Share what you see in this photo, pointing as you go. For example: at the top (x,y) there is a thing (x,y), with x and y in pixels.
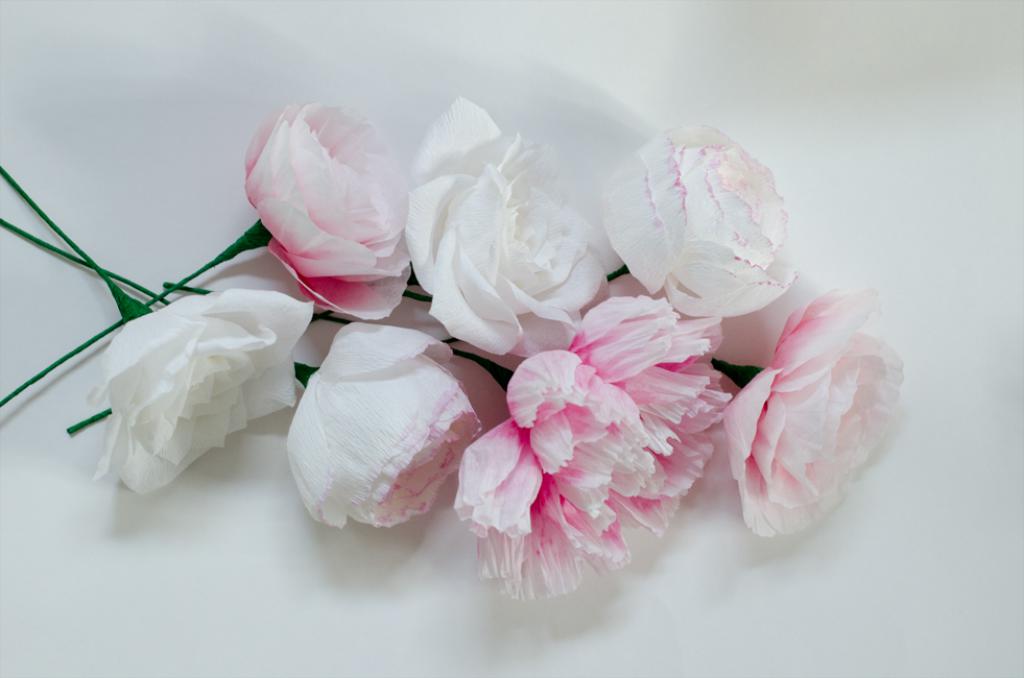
In this image I can see the flowers (491,438) on the white color surface (746,573). These flowers (591,278) are in white and pink color.
